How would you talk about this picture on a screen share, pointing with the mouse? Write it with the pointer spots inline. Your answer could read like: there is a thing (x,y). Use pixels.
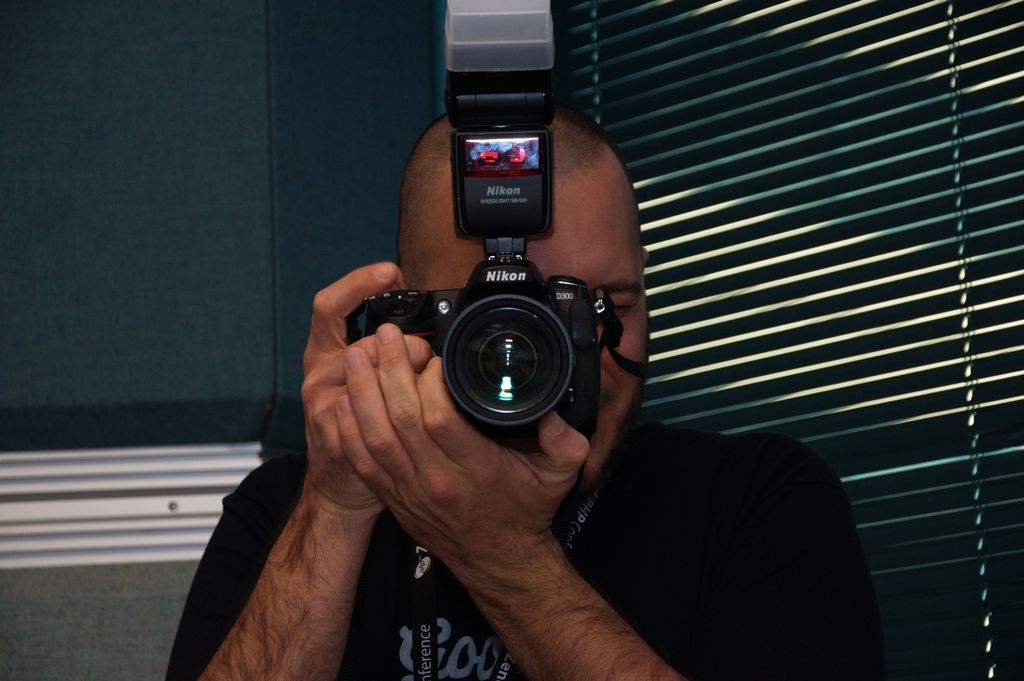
In this image we can see the person (466,478) standing and holding a camera (534,289). And at the back (279,147) we can see the wall (197,297) and window shades (839,233).
